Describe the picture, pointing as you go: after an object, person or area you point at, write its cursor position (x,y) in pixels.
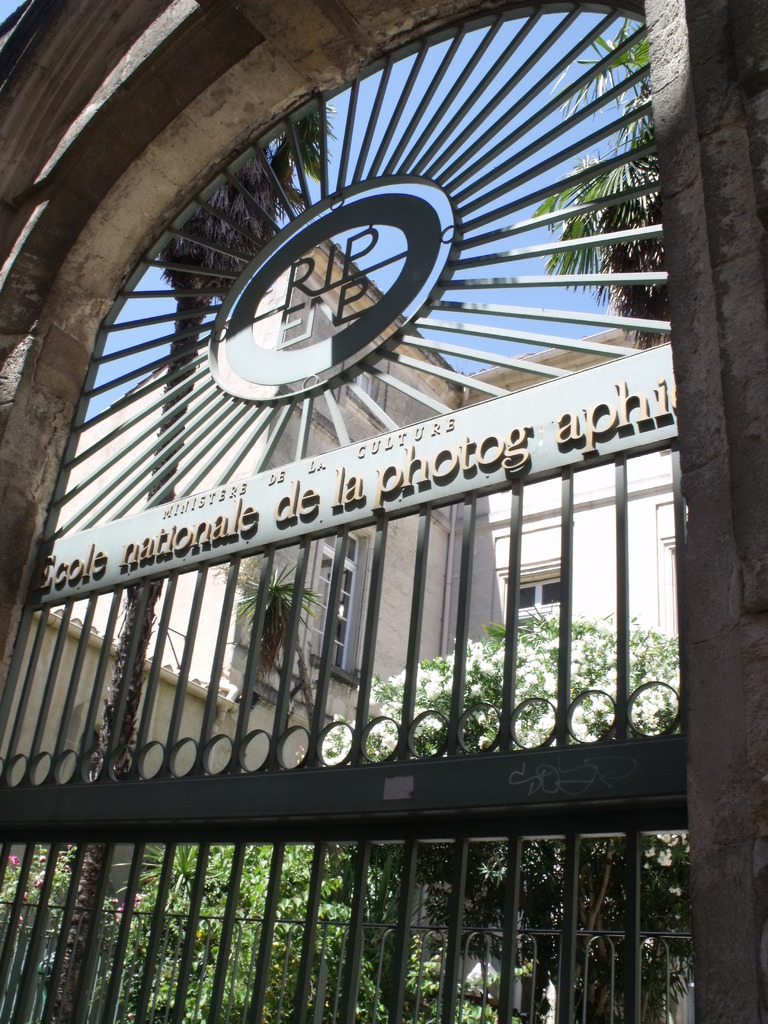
In this image we can see an arch (312,73) with a railing (161,242). On that something is written. And there is an emblem (246,316). Through that we can see trees (215,889) and building (324,589). Also there is sky (352,156).
